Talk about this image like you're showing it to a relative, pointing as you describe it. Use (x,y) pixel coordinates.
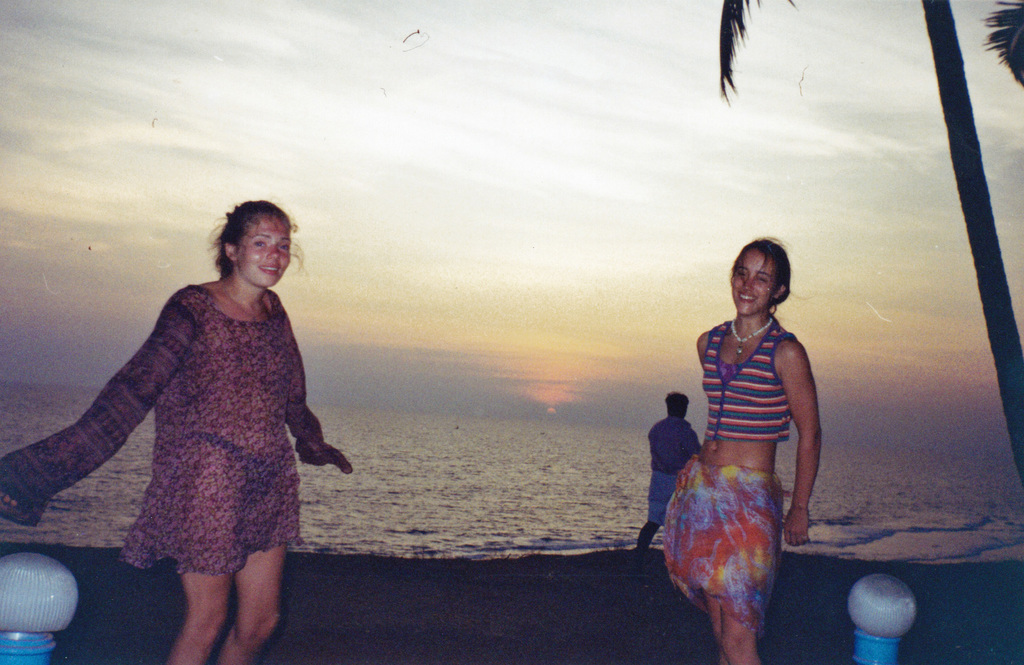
There are two women (693,502) standing and we can see tree (990,240). On the background (505,474) we can see person (683,436), water (539,479) and sky (1016,130).
